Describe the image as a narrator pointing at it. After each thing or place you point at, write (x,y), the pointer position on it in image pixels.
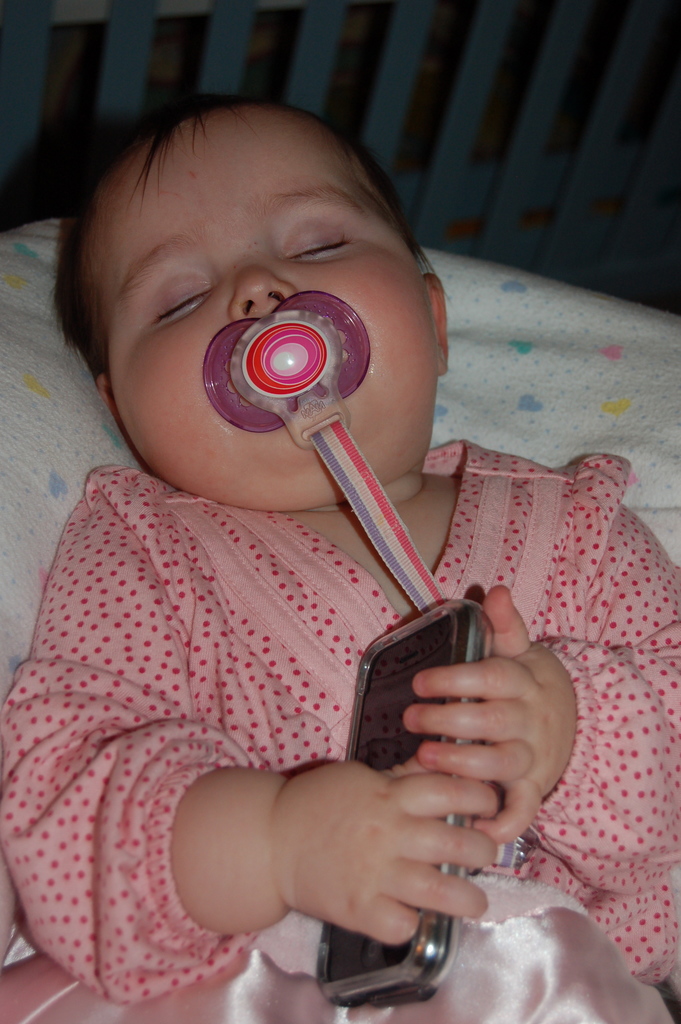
In this image I can see a baby (352,819) holding a mobile (402,677).
